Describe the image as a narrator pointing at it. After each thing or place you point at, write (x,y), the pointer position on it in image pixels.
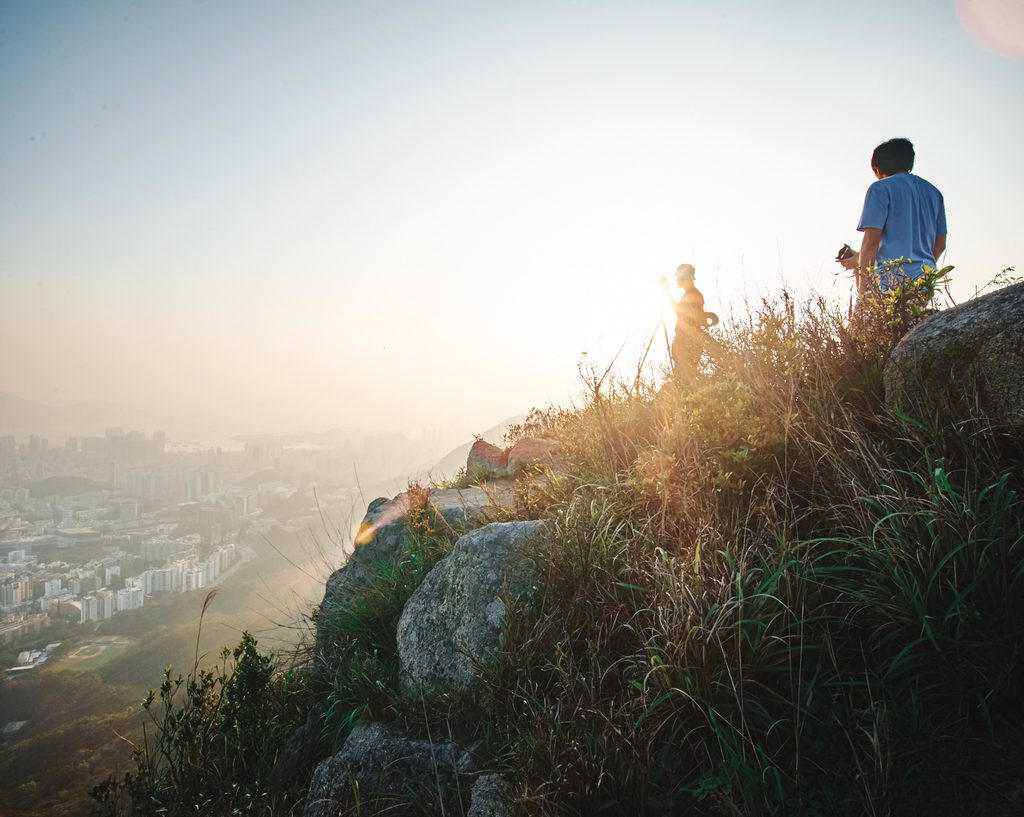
This picture is clicked outside. On the right (688,340) we can see the two persons (907,241) and we can see the grass (546,729), plants (261,744) and the rocks (942,365). In the background (136,245) we can see the sky (228,234) and the buildings (131,589) and some other objects (60,737).
